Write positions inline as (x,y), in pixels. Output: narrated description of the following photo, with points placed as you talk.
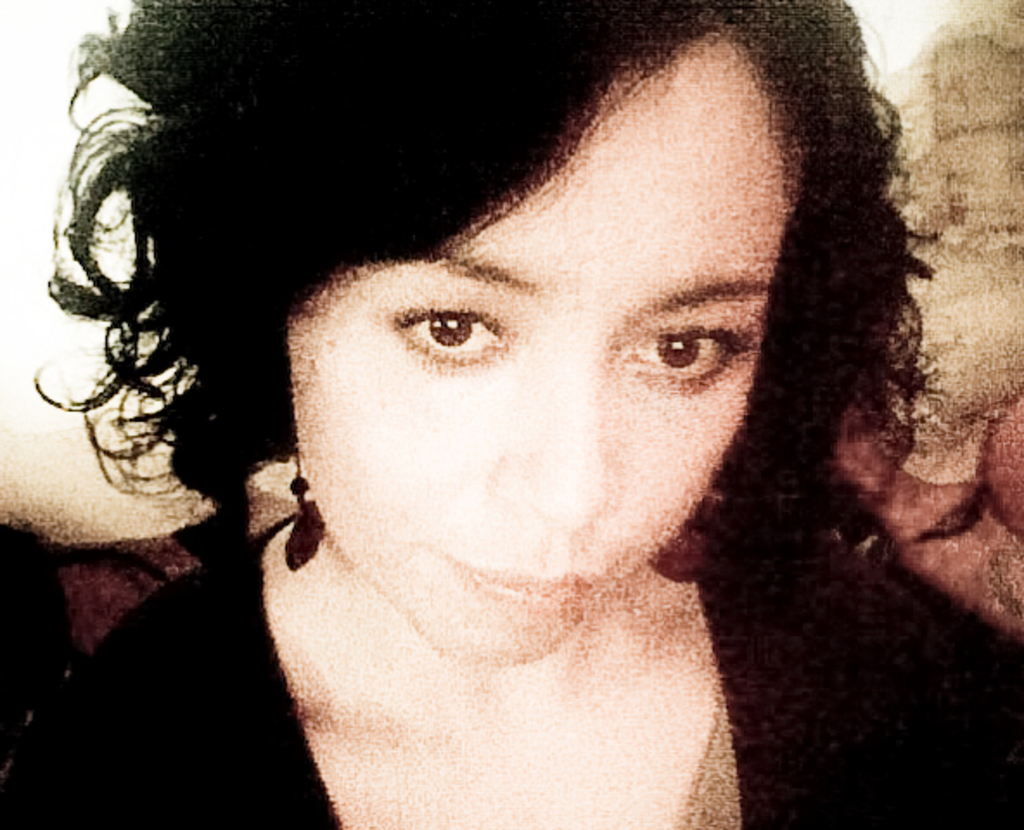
In this picture there is a woman (877,318) with black dress (981,812).
